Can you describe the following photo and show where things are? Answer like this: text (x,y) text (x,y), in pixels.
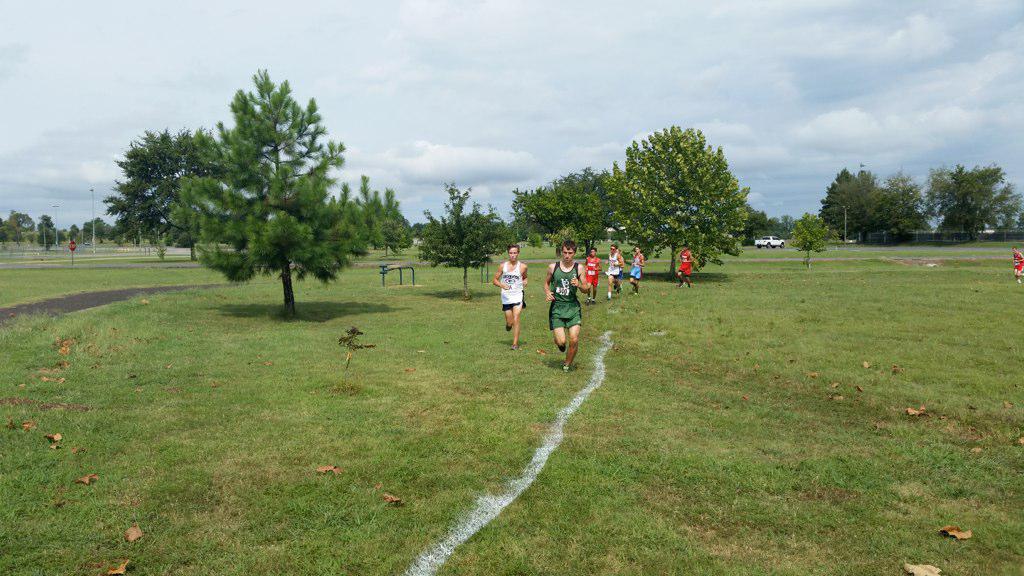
In this image I can see few men (563,262) are wearing t-shirts (570,275), shorts (552,309) and running in the ground (360,408). At the bottom of the image (644,519) I can see the green color grass (541,519). In the background (655,211) there are some trees (238,214) and I can see a white color vehicle (770,240). On the left side (93,214) there are some poles (54,223). On the top of the image (411,45) I can see the sky (508,37).
